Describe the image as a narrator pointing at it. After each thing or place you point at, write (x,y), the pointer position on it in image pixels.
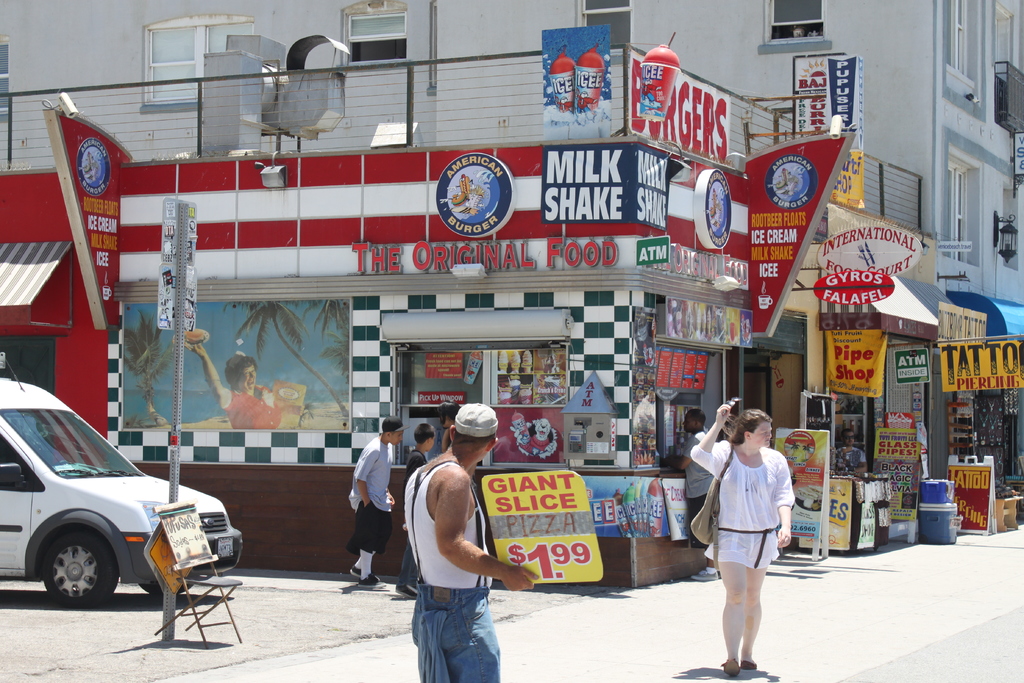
There are few people (454,517) standing. These are the name boards (602,197) attached to the building (127,186). I think this is the food court (699,359). I can see a van (39,443). This looks like a chair (206,595), which is kept near the pole (186,236). This is the building (910,44) with windows (807,9). I can see baskets (936,511) and boards (914,510) are placed on the road (888,551).
